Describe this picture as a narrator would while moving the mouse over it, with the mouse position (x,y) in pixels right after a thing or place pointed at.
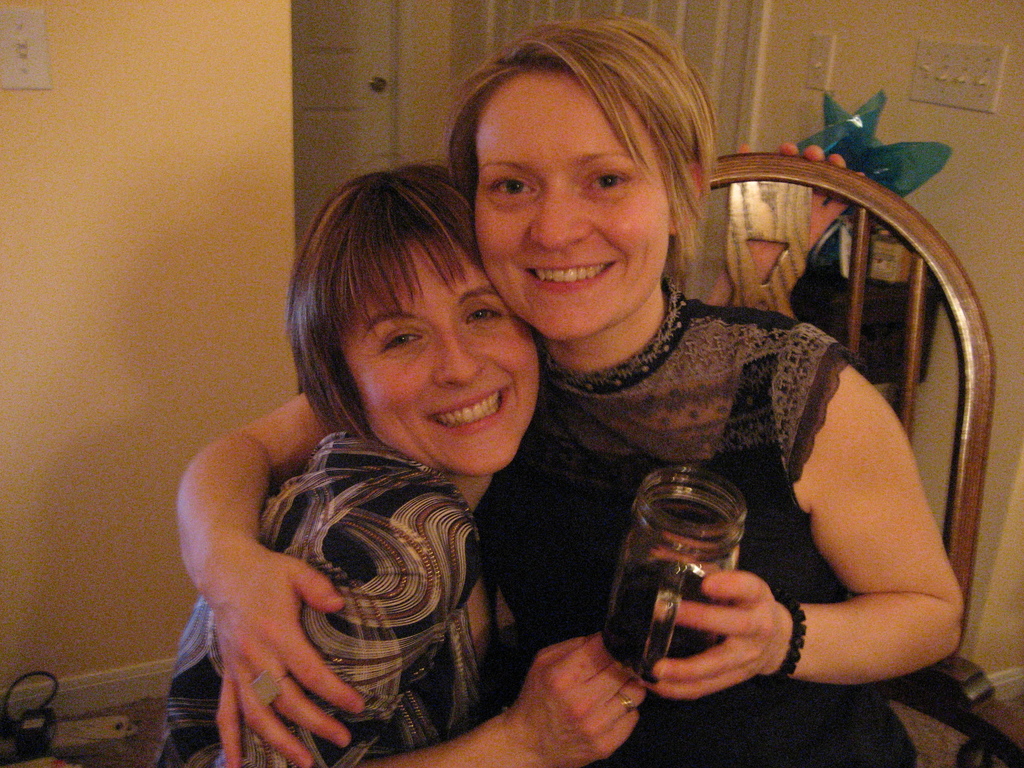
In this image I can see there are two women (671,305) hugging to each other and a woman (723,469) holding a glass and they both are smiling at the top (273,211) I can see the wall (803,28) and I can see switches (980,45) visible on the wall (1011,40).
